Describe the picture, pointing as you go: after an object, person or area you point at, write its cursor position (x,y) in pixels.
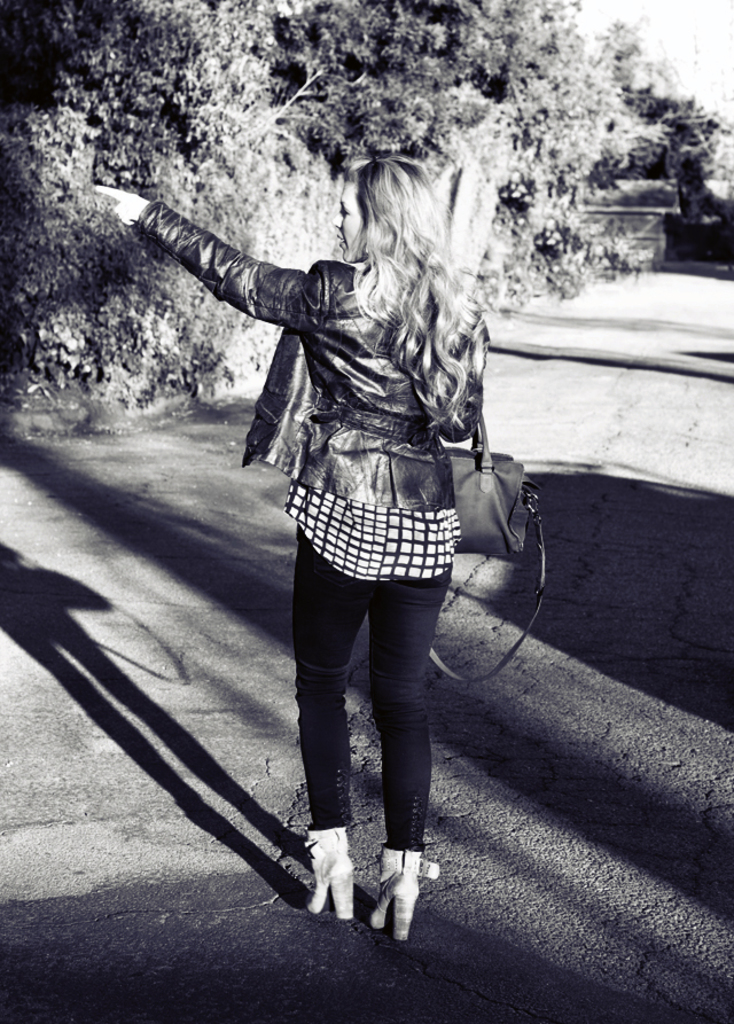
In this picture we can see a woman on the road (253,889). She is carrying her bag (527,523). On the background (304,118) we can see some trees (585,67) and this is the sky (693,27).
